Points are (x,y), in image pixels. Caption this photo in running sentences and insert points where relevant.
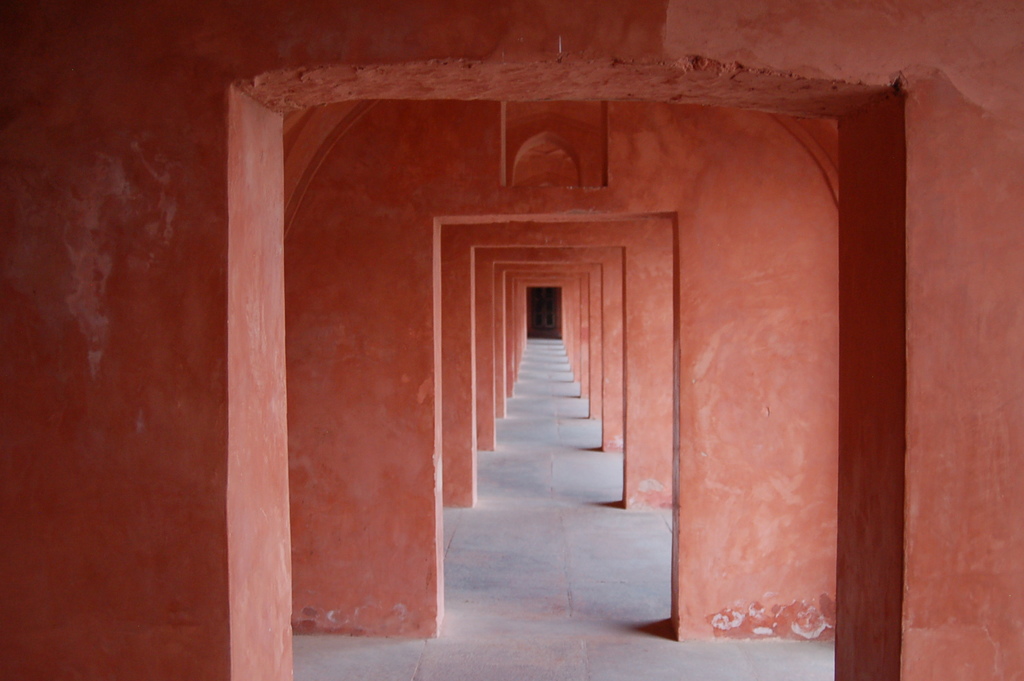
In this image there are few entrances (261,666) on the floor (556,500). Behind it there is a door (543,329).
